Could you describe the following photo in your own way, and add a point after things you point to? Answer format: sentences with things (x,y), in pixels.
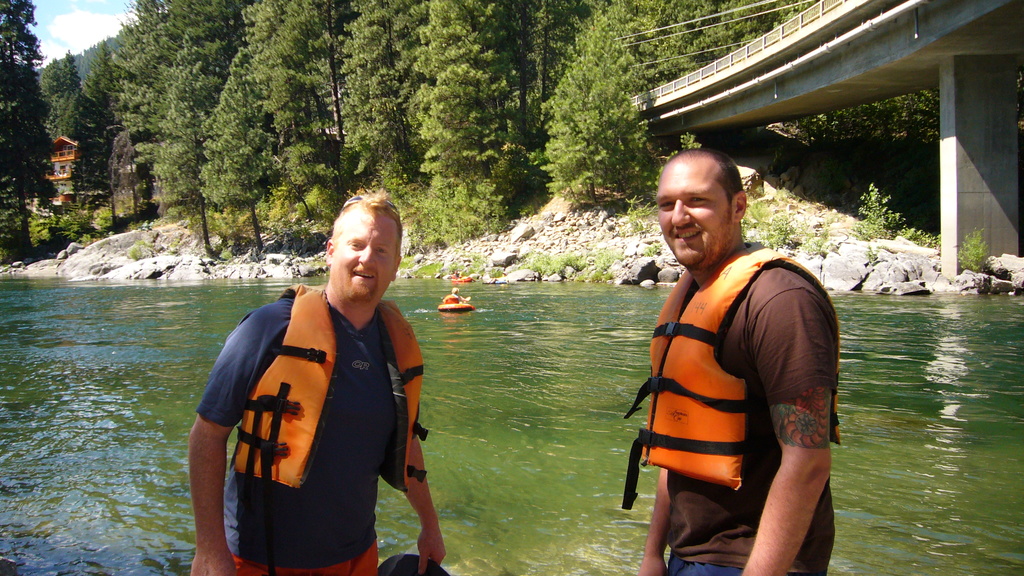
In this image, we can see two men (676,450) standing and wearing jackets (681,363). At the bottom (87,388), there is water (65,449). In the background (107,110), there are trees (390,153). On the right (939,64), there is a bridge (939,57). And we can see the rocks (851,258) beside the bridge (958,212).
